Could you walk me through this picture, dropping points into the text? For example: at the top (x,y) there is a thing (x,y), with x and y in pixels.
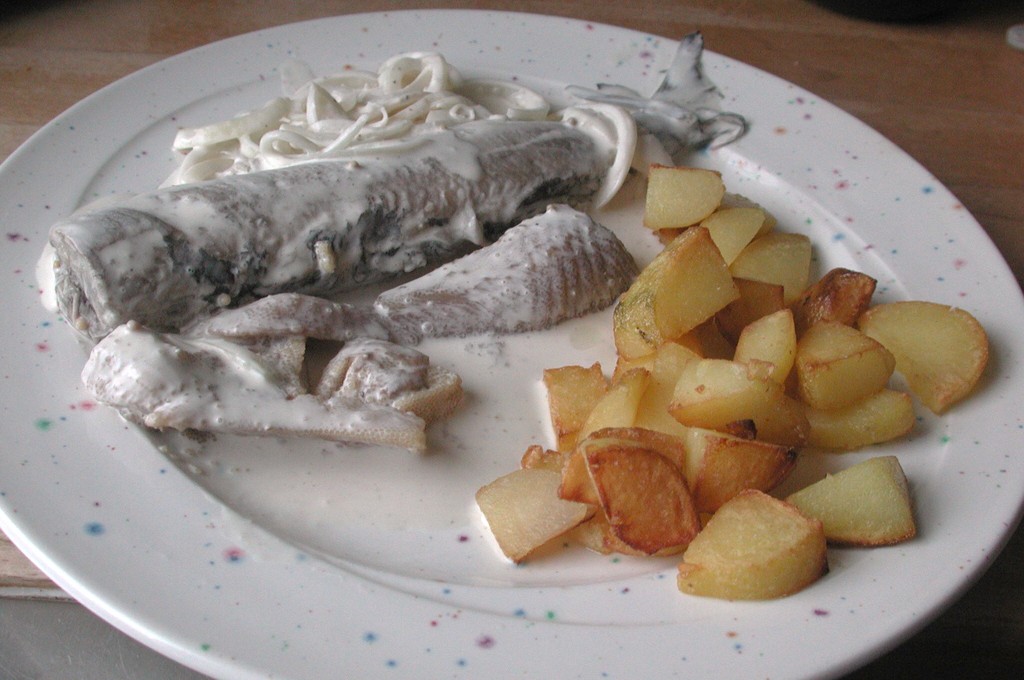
This image is taken indoors. At the bottom of the image (950,633) there is a table (965,644) with a plate (992,317) on it and on the plate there is a food item (508,249).
